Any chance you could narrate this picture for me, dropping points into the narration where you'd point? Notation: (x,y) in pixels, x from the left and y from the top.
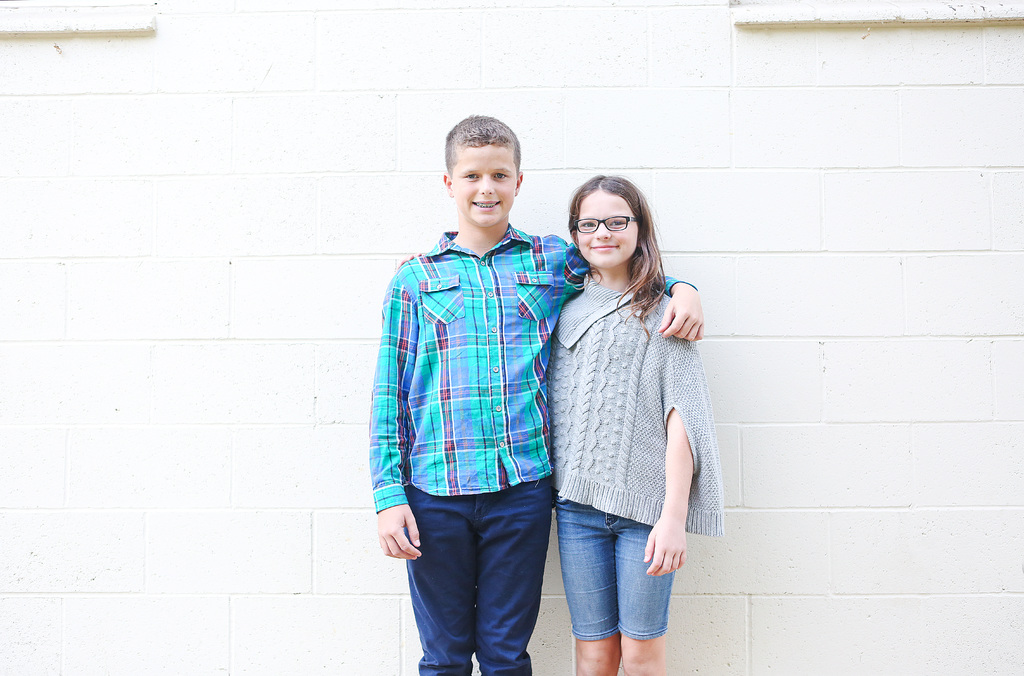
In this picture we can see a boy (486,627) and a girl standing and smiling. We can see a wall (884,285) in the background (877,464).
